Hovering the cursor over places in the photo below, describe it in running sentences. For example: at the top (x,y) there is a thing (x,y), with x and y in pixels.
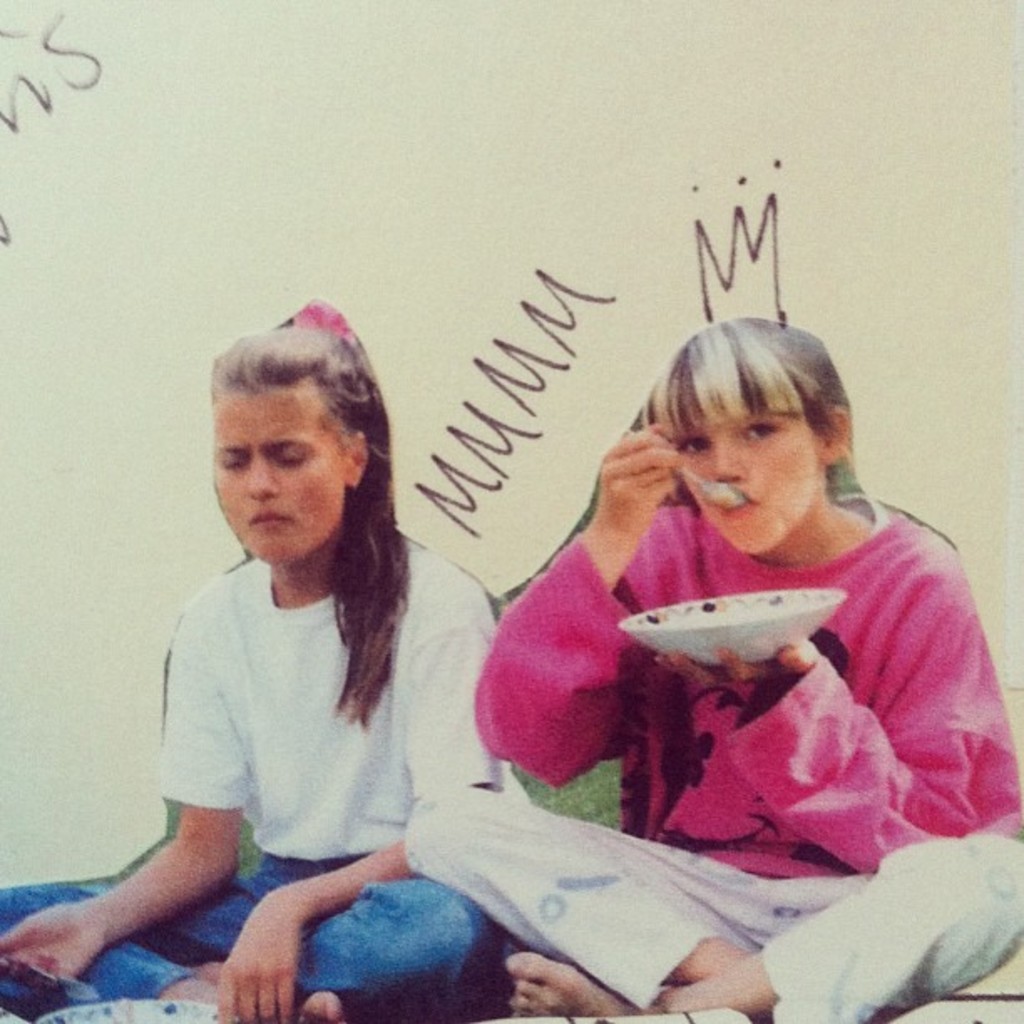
In this image there are two women (530,833) sitting on the floor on the bottom of this image (457,844). The women (294,782) sitting at left side of this image (247,764) is wearing white color t shirt (300,694) and the women (689,701) at right side (717,680) is holding a bowl (737,631). There is a wall (353,239) in the background (508,177).
